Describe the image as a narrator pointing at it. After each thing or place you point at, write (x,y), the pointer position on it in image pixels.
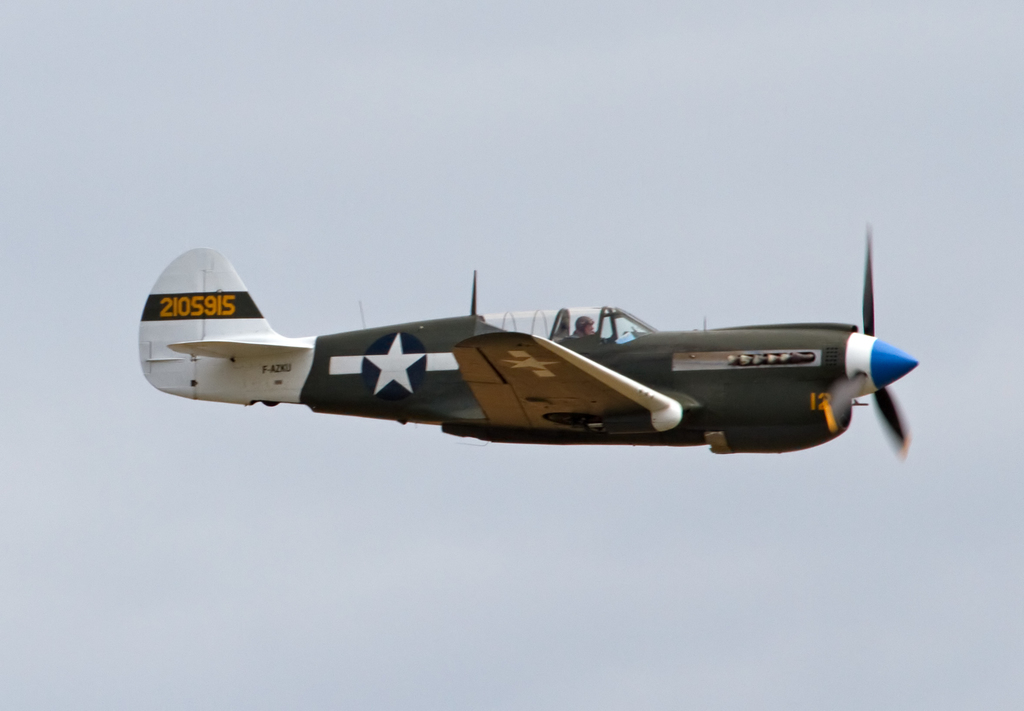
In this image we can see an aircraft (572,435) flying in the air (423,292). In the background (518,290), we can see the sky (238,133).
